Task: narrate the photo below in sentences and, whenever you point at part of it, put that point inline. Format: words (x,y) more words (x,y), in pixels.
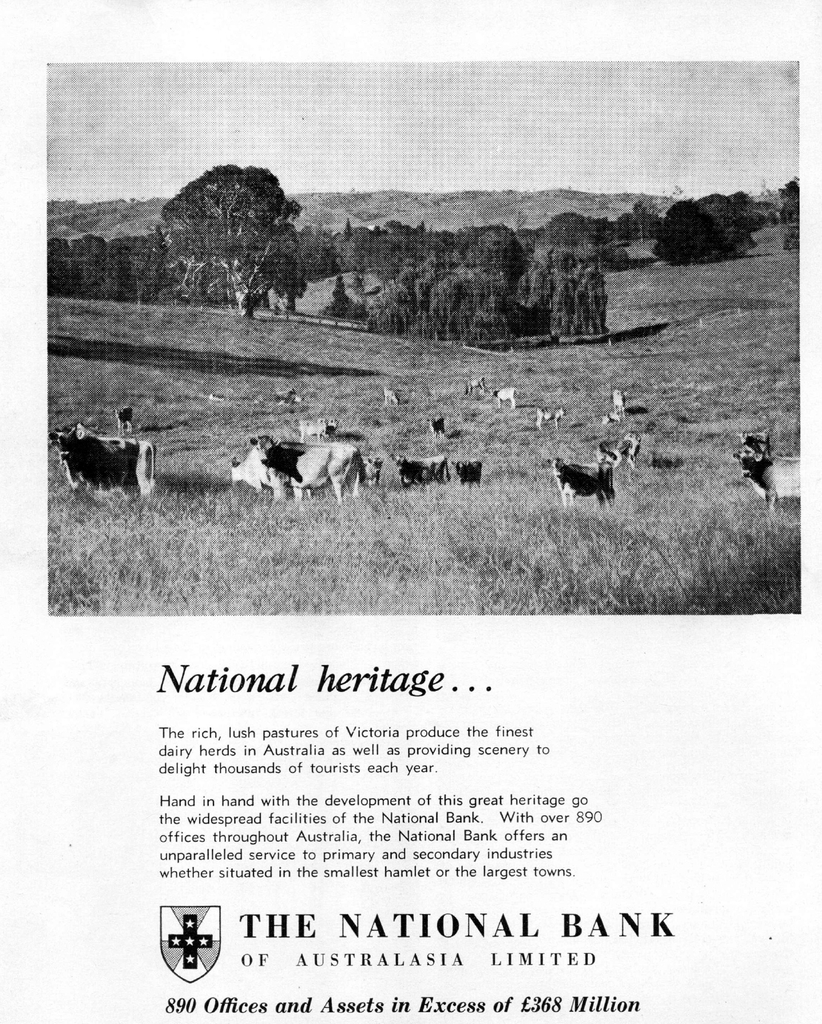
Picture of a page (547,766). Something written on this page (452,710). In this image we can see animals (82,461) and trees (407,257).
